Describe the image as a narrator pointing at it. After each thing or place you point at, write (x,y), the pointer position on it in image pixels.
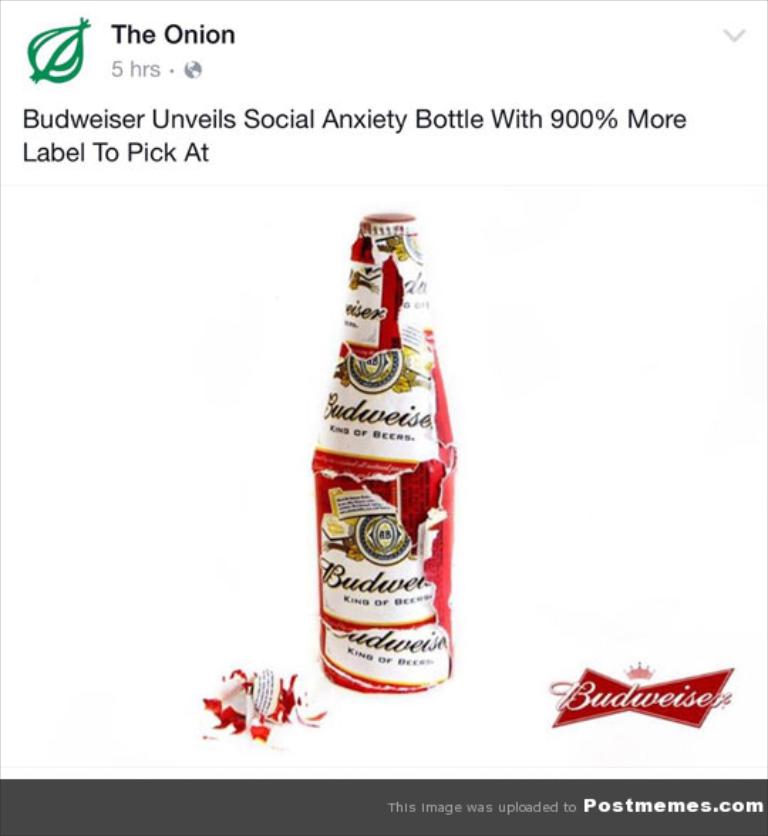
There is a picture of a bottle (452,500) in the middle of this image (354,459). There is some text (750,803) with a logo (77,37) at the top of this image (56,56), and at the bottom of this image (750,803) as well.
